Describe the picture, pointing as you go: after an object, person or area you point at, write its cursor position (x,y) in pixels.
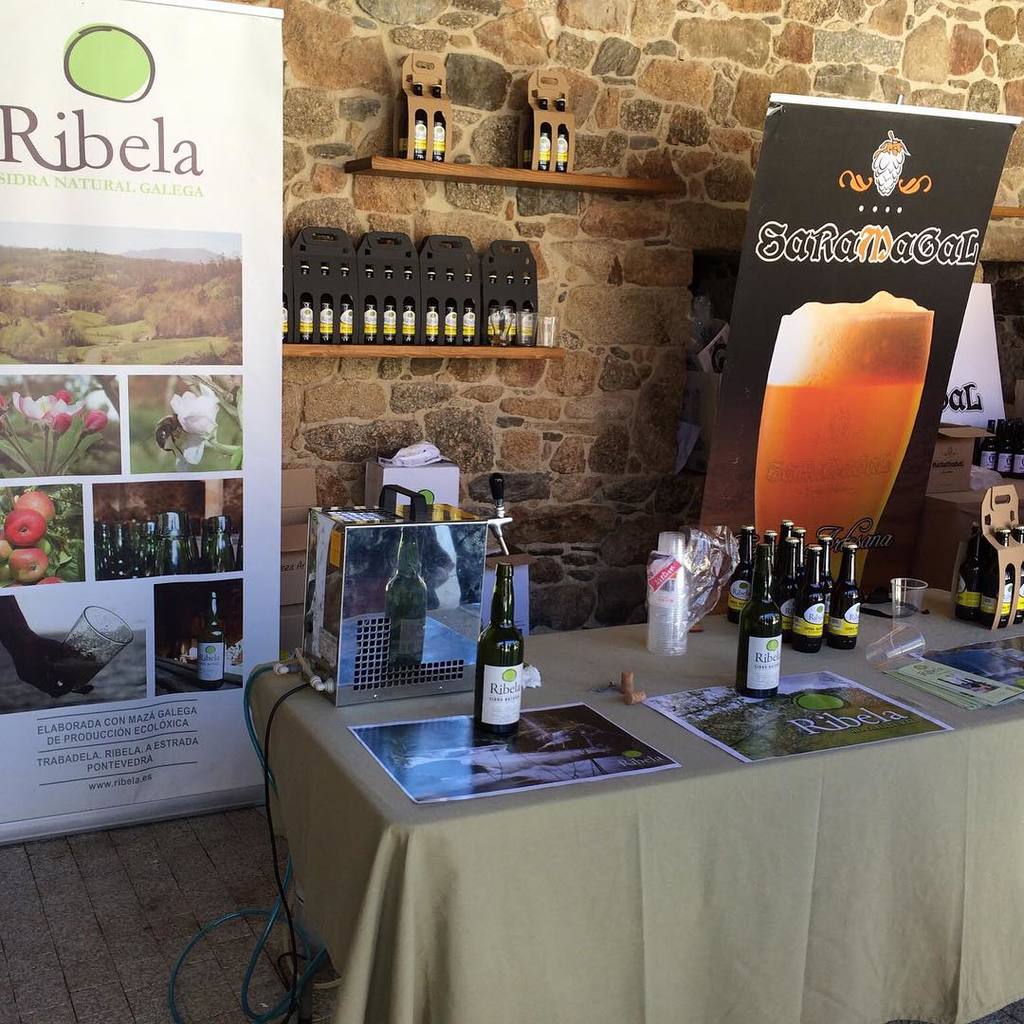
In this image i can see a table (671,783) with few glasses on it. I can also see there is a banner (67,626) on the wall (384,375).
